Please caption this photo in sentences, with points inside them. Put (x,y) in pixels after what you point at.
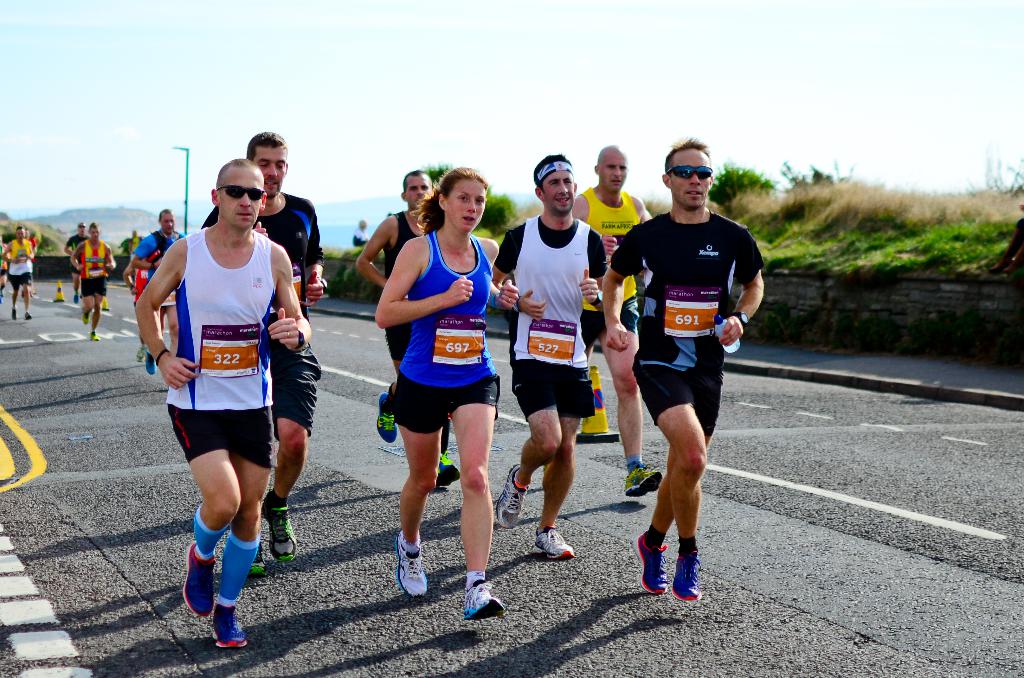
In this image people (652,317) are running on the road (542,492). At the right side of the image (850,261) there is a grass (843,212) on the surface (895,238) and at the background (186,160) there is a street light (188,175). There are mountains (130,218) and sky (191,107).
